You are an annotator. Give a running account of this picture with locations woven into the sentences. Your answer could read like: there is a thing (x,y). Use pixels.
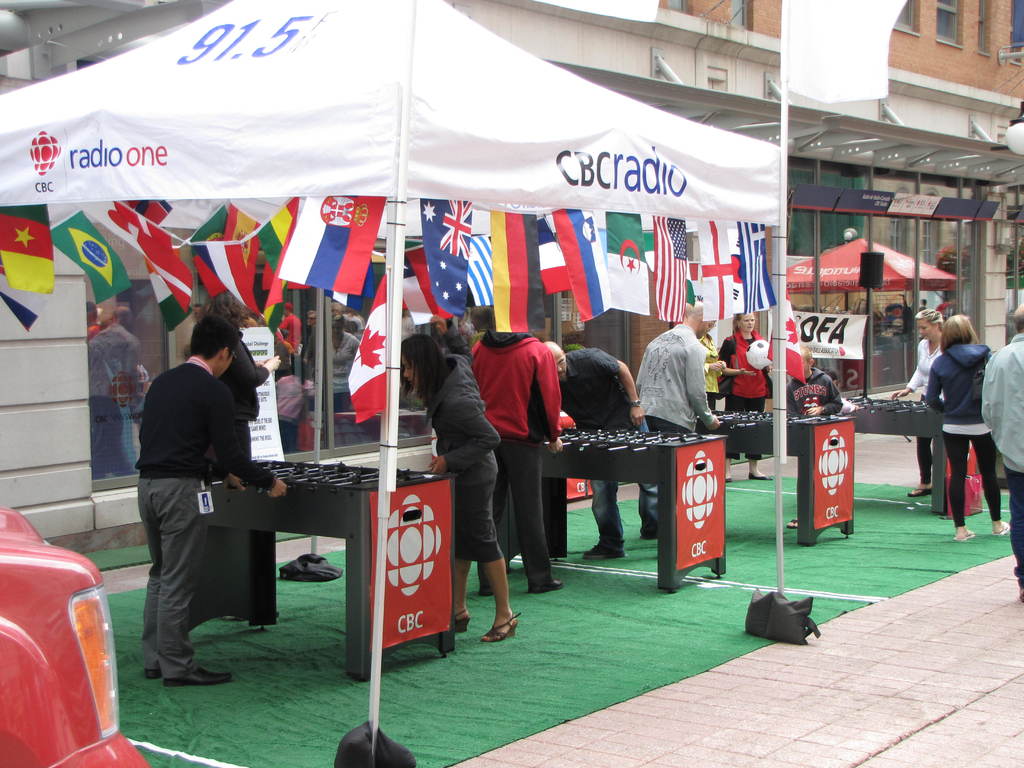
At the bottom left of the image (69,585) there is a red car (75,591) with light (74,611). Behind the car (33,527) there are Foosball tables (328,475). Also there are few people (223,463) playing Foosball game. Above them there is a white color tent (510,111) with flags (316,274) hanging to it. In the background (848,283) there is a building (903,116) with walls (927,70), windows (891,241), stores (899,252) with glass doors (896,303). And on the floor (557,649) there is a green carpet (611,617).
